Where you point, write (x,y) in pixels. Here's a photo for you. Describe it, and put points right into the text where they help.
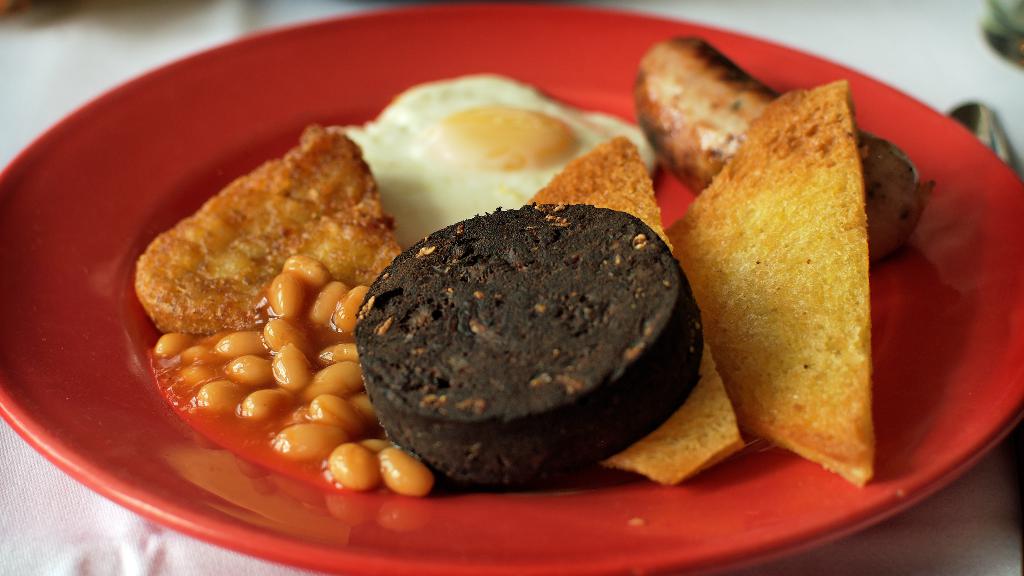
Here in this picture we can see a table (31,78), on which we can see a plate (40,303) and in that we can see a fried egg (518,183), sausage (691,137), fried bread (678,243), black pudding (518,330) all present on the plate (125,439).
